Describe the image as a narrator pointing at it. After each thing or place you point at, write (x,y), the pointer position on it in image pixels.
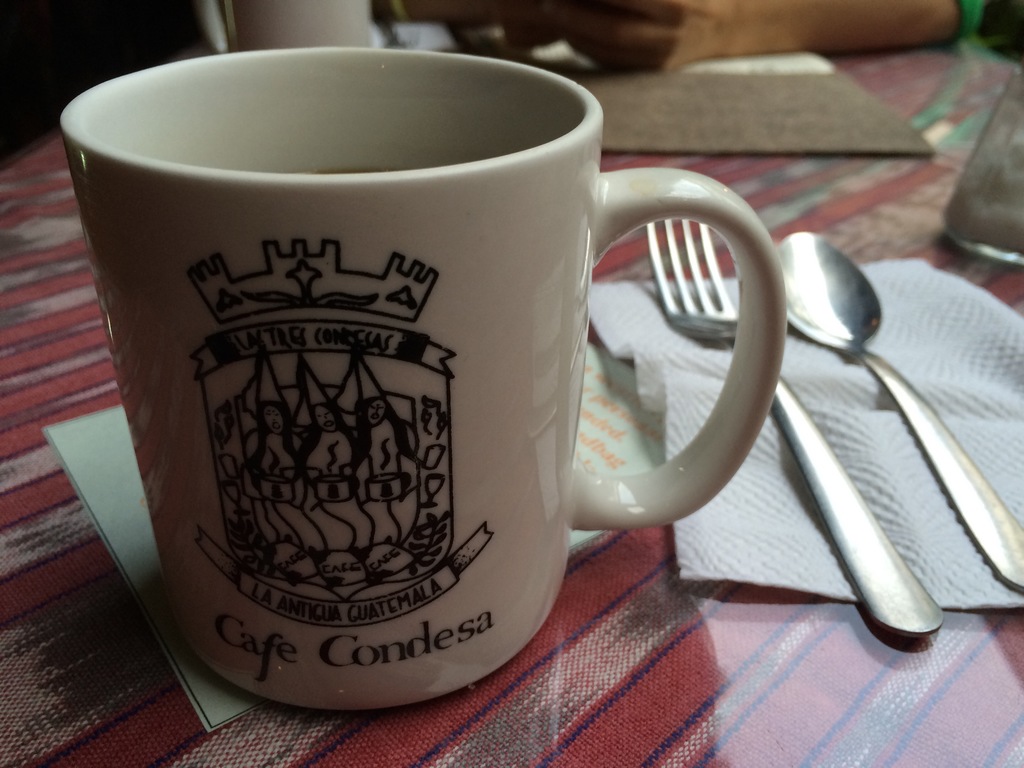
In this image we can see a cup (416,488) with some text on it, tissue paper (1004,477), spoon (952,463), fork (902,561) and some objects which are placed on a table (571,611). On the top of the image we can see the hand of a person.
